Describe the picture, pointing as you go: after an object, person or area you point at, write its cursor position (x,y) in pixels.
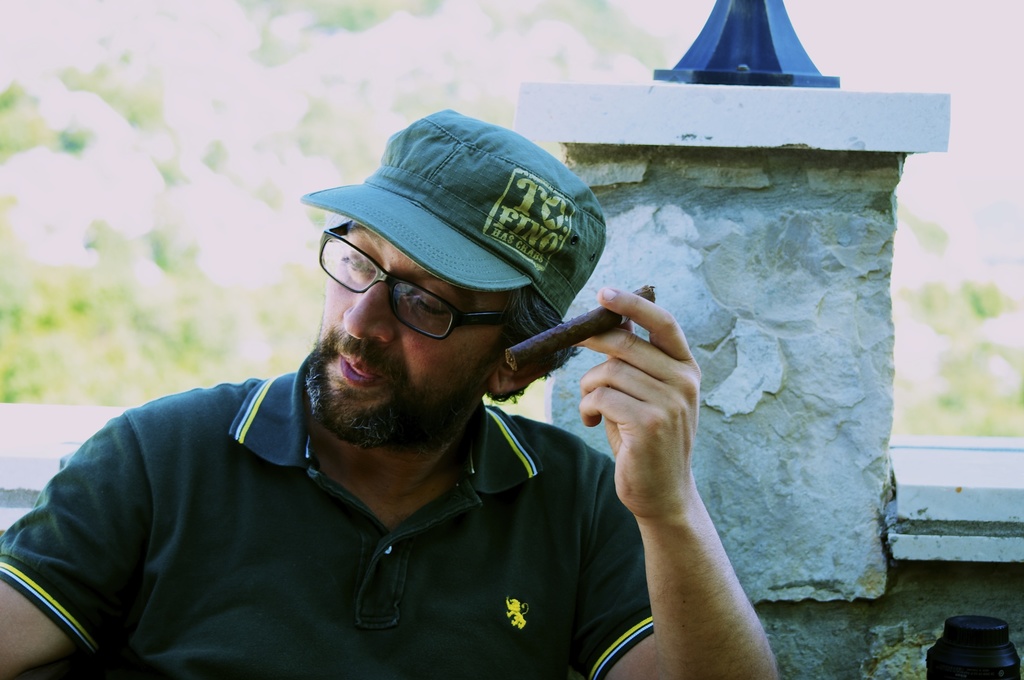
There is a person (464,242) in a t-shirt (333,572) sitting on a chair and holding a cigar (609,329) with one hand (676,370) near a wall (745,564). And the background is blurred.
